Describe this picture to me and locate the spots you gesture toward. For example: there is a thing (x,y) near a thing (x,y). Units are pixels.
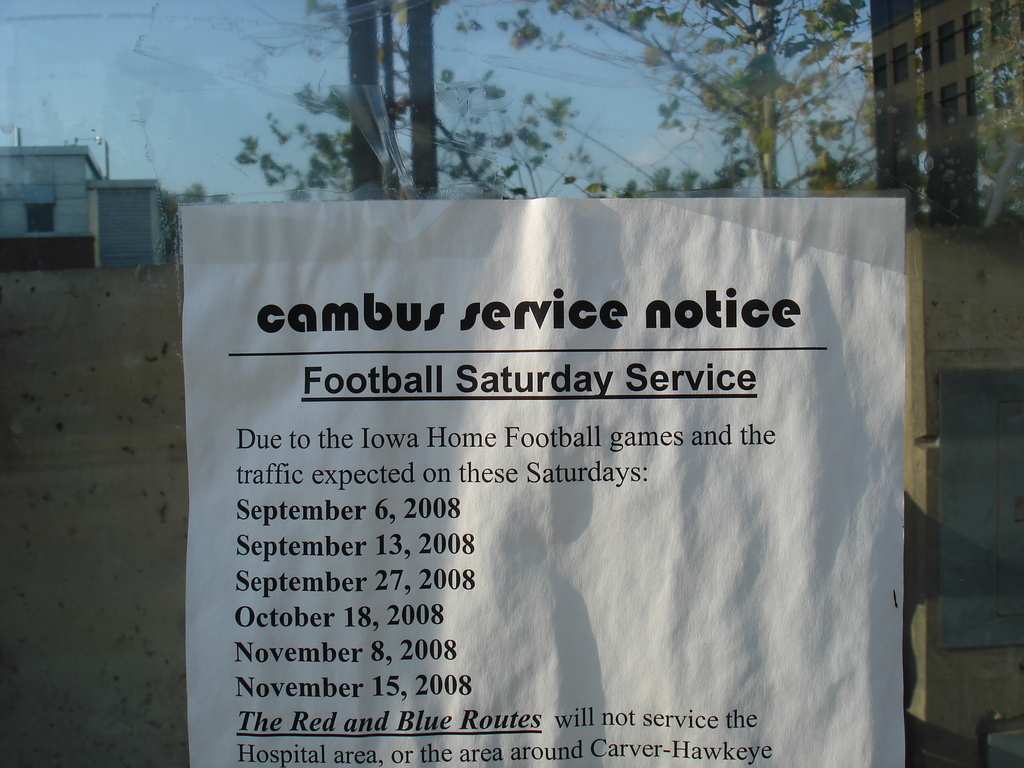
In this picture there is a notice (696,597) in the center of the image (586,363) and there are buildings (113,239) and trees (726,121) in the background area of the image (793,103).
